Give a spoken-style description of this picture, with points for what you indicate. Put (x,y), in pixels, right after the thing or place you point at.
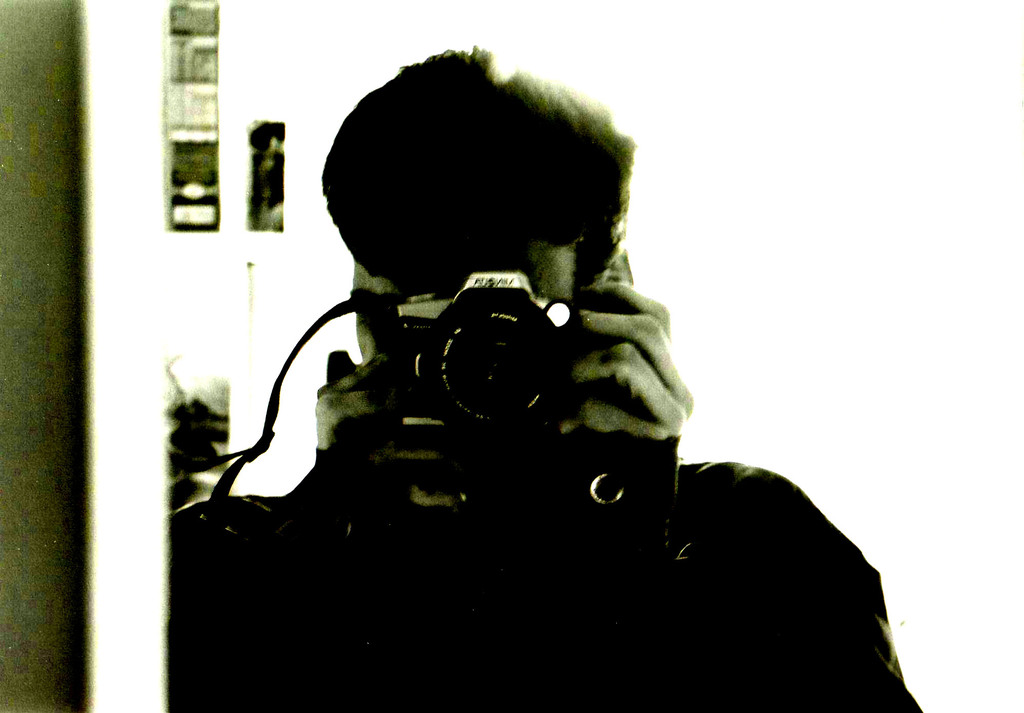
In this image black and white picture in which we can see a person (520,517) holding a camera (509,362) in his hands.
